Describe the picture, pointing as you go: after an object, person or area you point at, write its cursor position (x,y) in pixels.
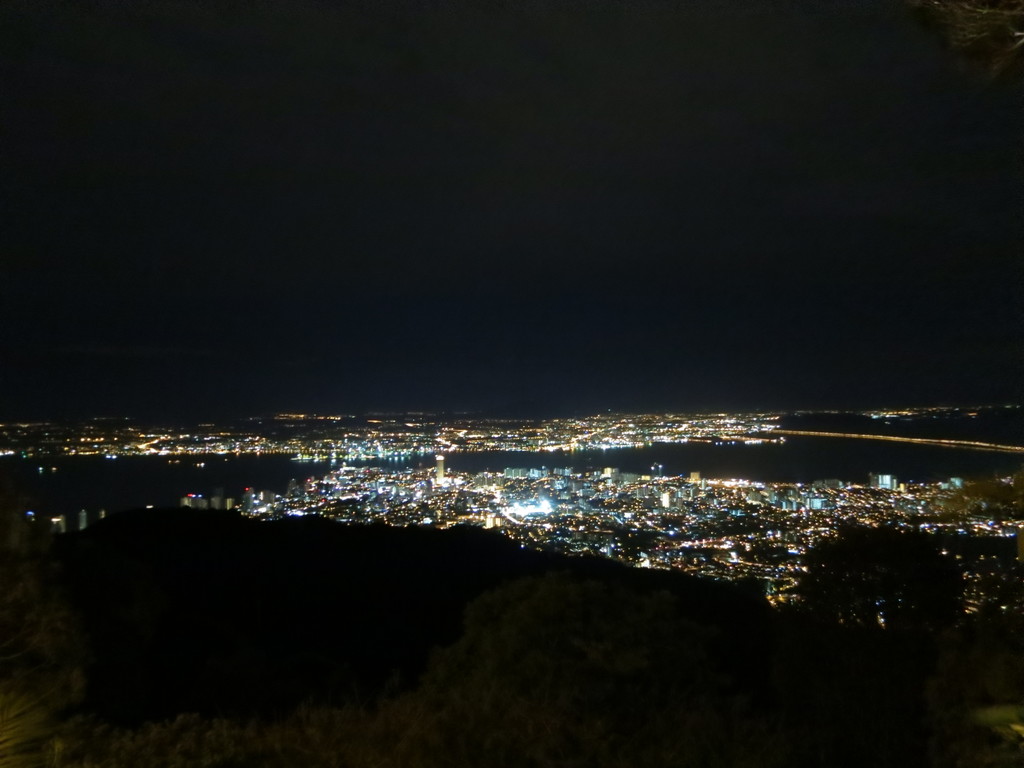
In this picture I can see a view of a place on which we can see some buildings (612,490), lights (495,492).
